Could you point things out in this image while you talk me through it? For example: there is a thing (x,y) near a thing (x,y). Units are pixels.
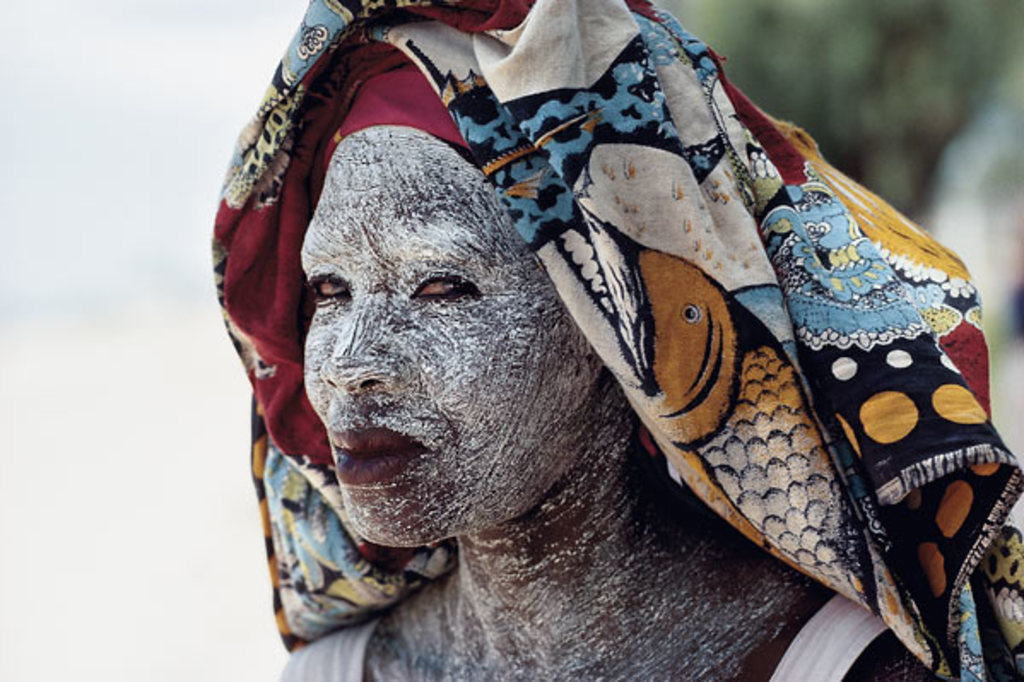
In this image we can see a person (513,461) with painting (483,464) on a face (459,461) and a scarf (607,234) on the head (464,271).
